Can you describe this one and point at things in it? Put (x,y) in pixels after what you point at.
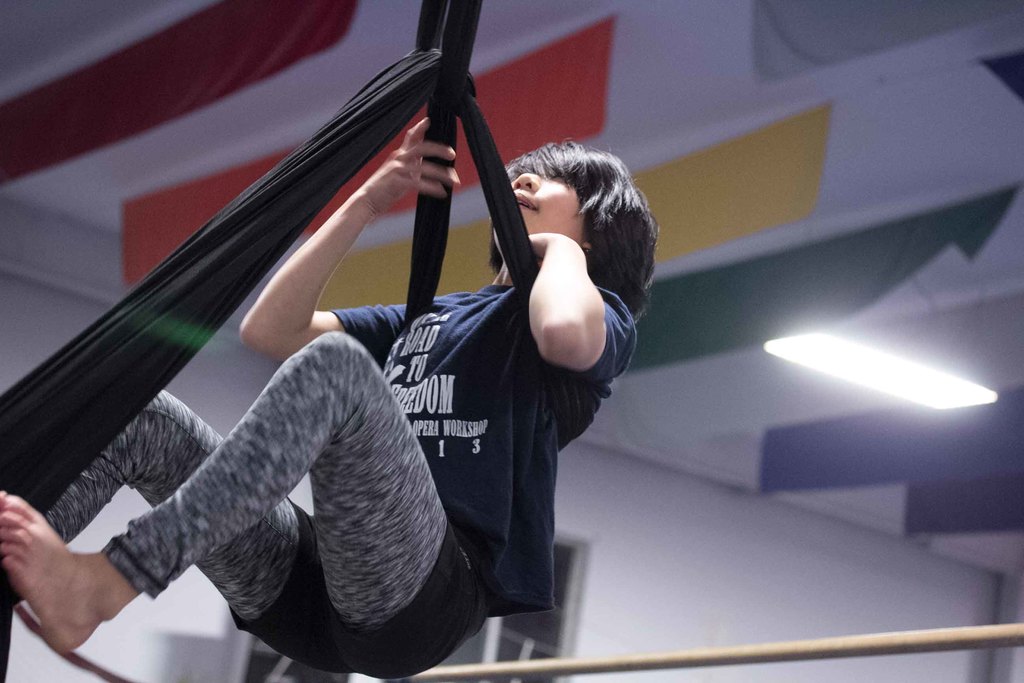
In this image, in the front (434,308) there is a person (359,412) hanging. In the background (857,356) there are banners (778,294), there is a light (839,368) and there is a rod (868,652) and a window (490,641) and there is a wall (884,545) which is white in colour.
